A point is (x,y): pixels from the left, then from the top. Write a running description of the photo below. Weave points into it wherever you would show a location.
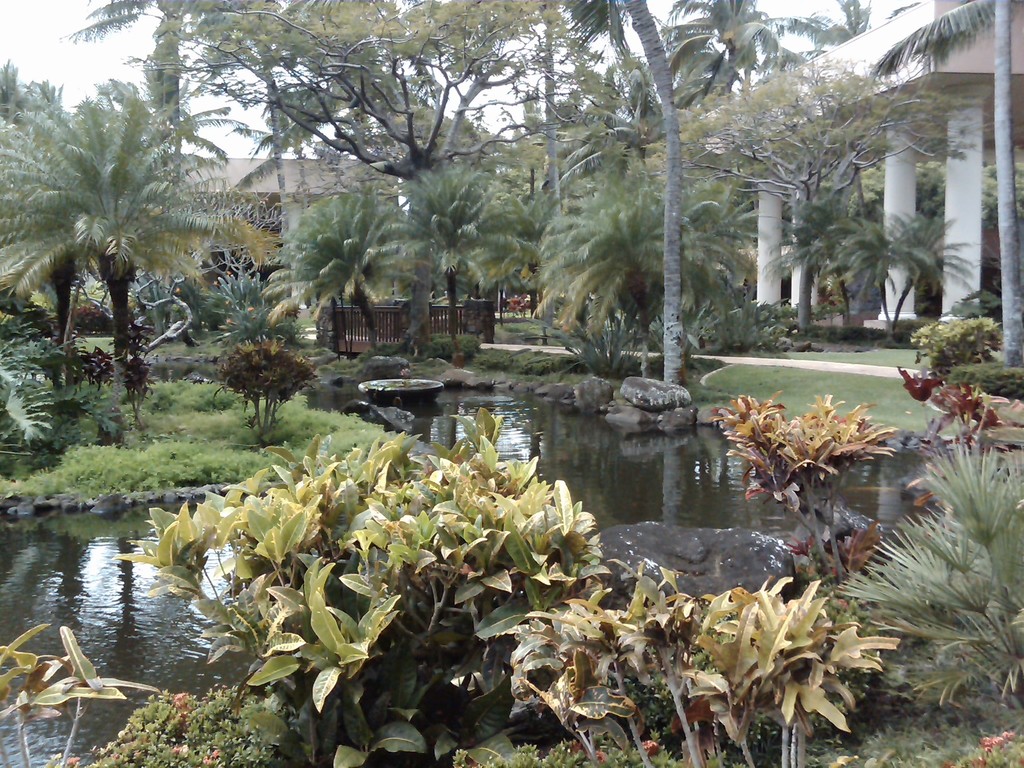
In this image there are plants (340,542) trees (529,283) and a lake (577,473), in the background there are buildings (958,189).
